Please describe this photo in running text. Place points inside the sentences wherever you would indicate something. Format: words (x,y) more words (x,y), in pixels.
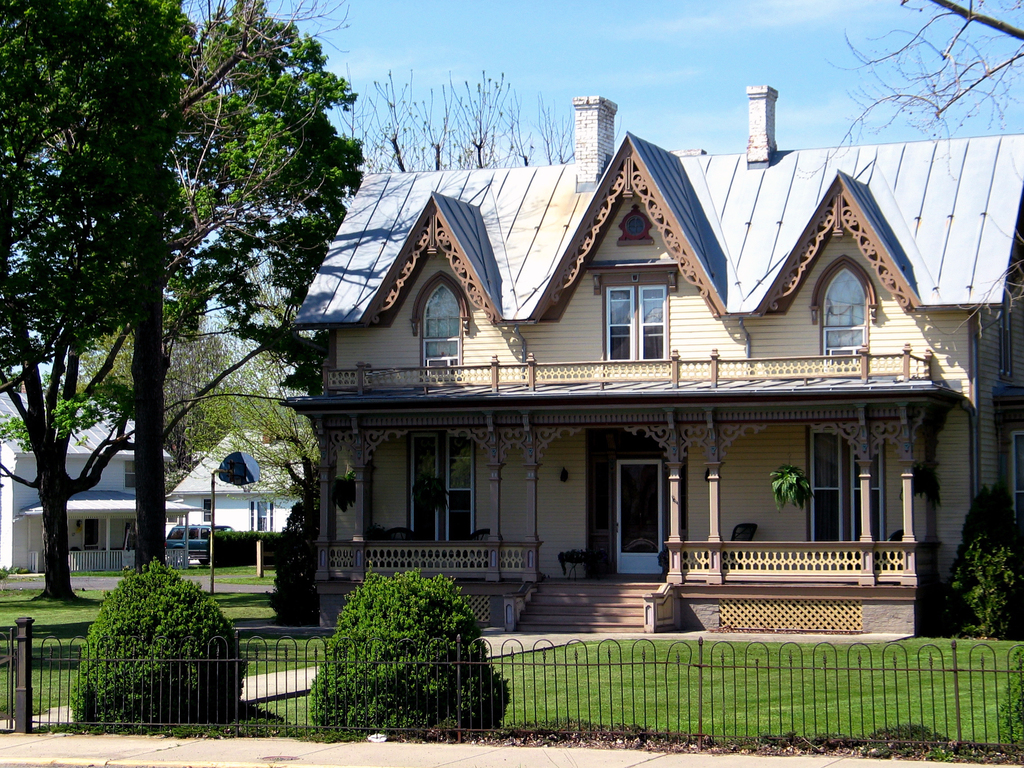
This picture is clicked outside. In the foreground (602,671) we can see the green grass (916,674), plants (426,632), metal fence (461,643), trees (95,242) and some other objects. In the center (638,403) we can see the houses (559,346) and we can see the windows (129,470), doors (620,548), railings (443,545) of the houses (464,465) and we can see the stairway (602,584), vehicle (204,535) and some other objects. In the background (707,31) we can see the sky (635,83) and trees (210,409).
